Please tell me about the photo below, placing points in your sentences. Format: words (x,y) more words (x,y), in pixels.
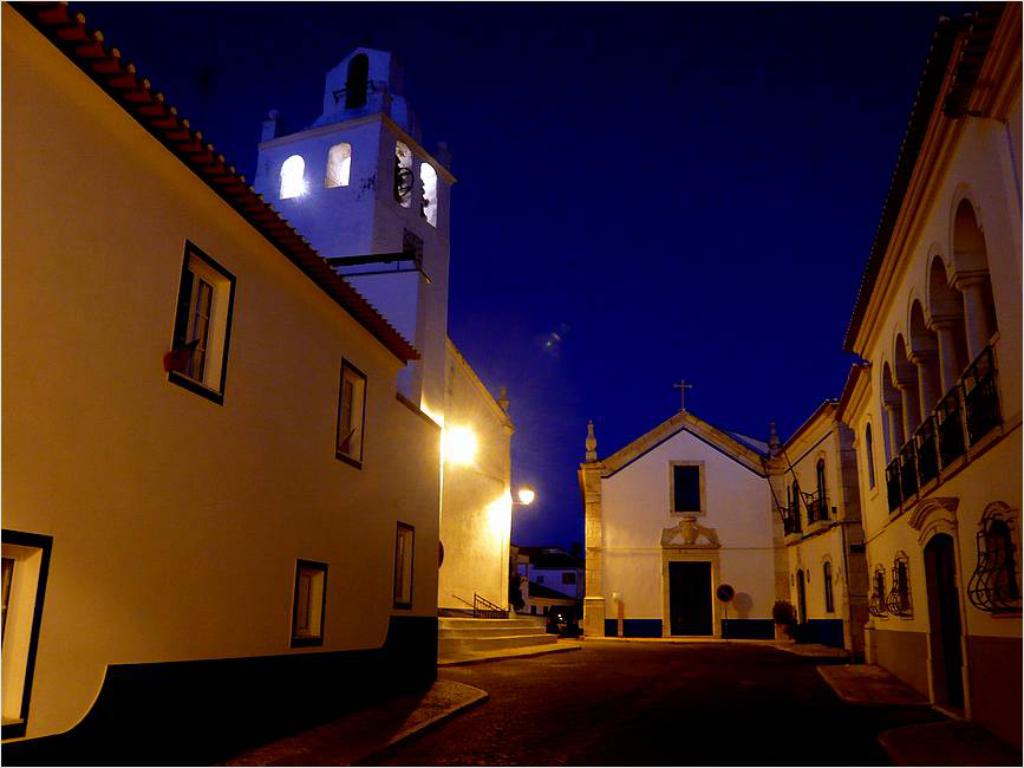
In this image there are buildings (467,495) and we can see lights (448,446). In the background (551,231) there is sky (599,180).
